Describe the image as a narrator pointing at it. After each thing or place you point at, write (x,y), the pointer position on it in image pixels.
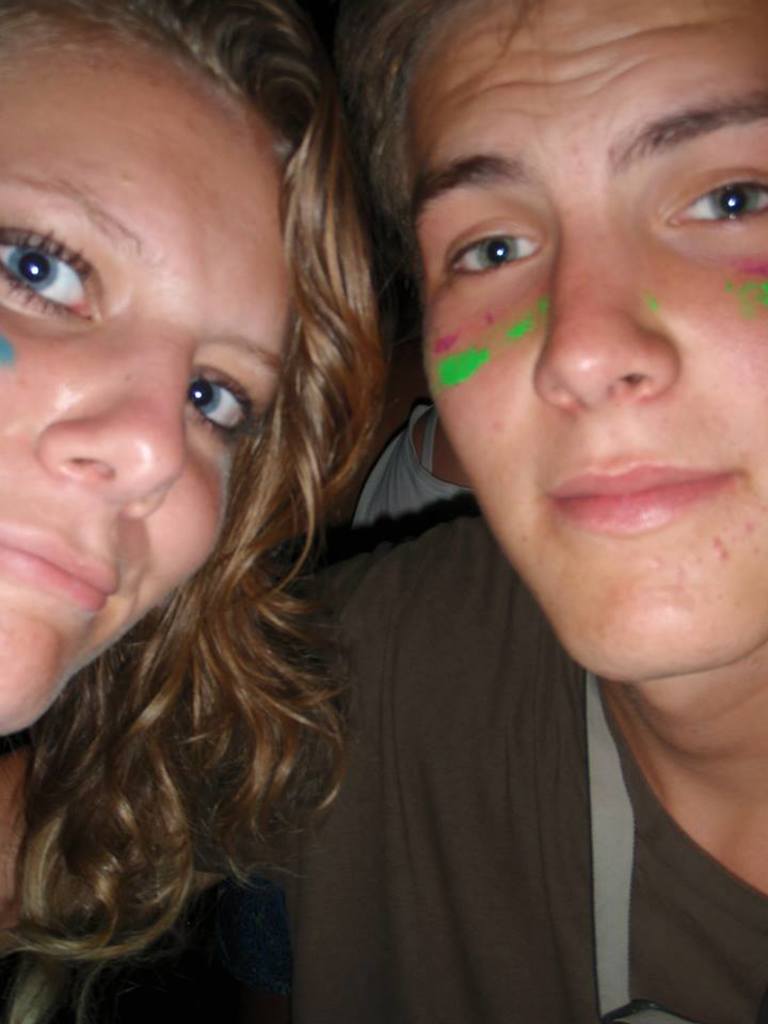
In this picture we can see two people (325,756) with paint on them and in the background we can see a cloth (512,601).
